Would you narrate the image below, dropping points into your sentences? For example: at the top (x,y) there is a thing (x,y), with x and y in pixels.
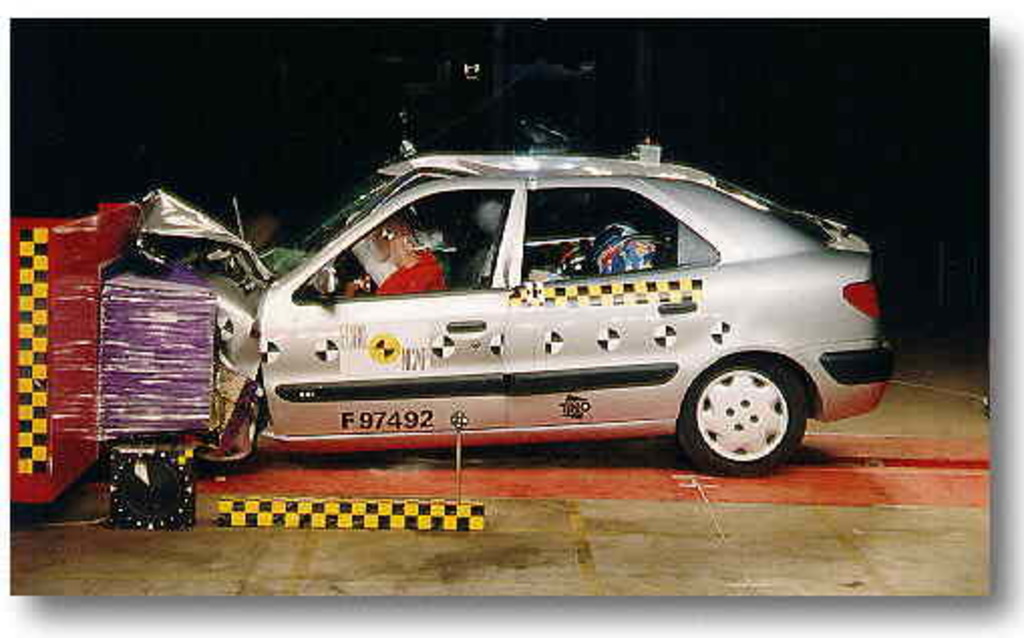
In the picture there is a scrap car (365,221) and inside the car (479,253) some people (406,288) were sitting and the picture is not clear and the background of the car (534,231) is dark.
